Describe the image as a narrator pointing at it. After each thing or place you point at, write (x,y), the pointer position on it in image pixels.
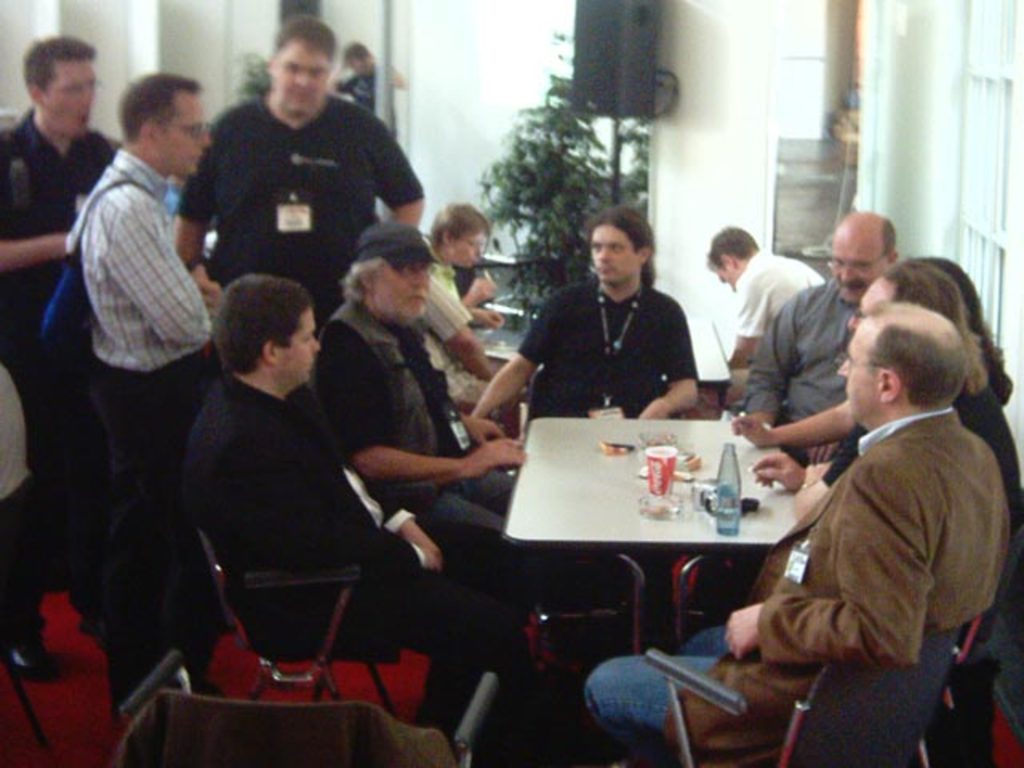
This picture is clicked inside the room (283,595). On the right (980,456) we can see the group of people (595,298) sitting on the chairs (1006,643) and there is a table (605,520) on the top of which bottle (729,498), glass (652,451) and some objects (710,505) are placed. In the foreground (412,736) we can see the chair (237,718). On the left (243,244) we can see the group of people (146,248) standing on the ground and we can see a person (151,191) wearing shirt (132,217), bag (93,324) and standing on the ground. In the background (607,83) we can see the wall (730,81), speaker (610,88), plants (572,167) and a person (368,95) and some other objects (843,102). In the right corner (984,69) we can see a window like object (984,148).
